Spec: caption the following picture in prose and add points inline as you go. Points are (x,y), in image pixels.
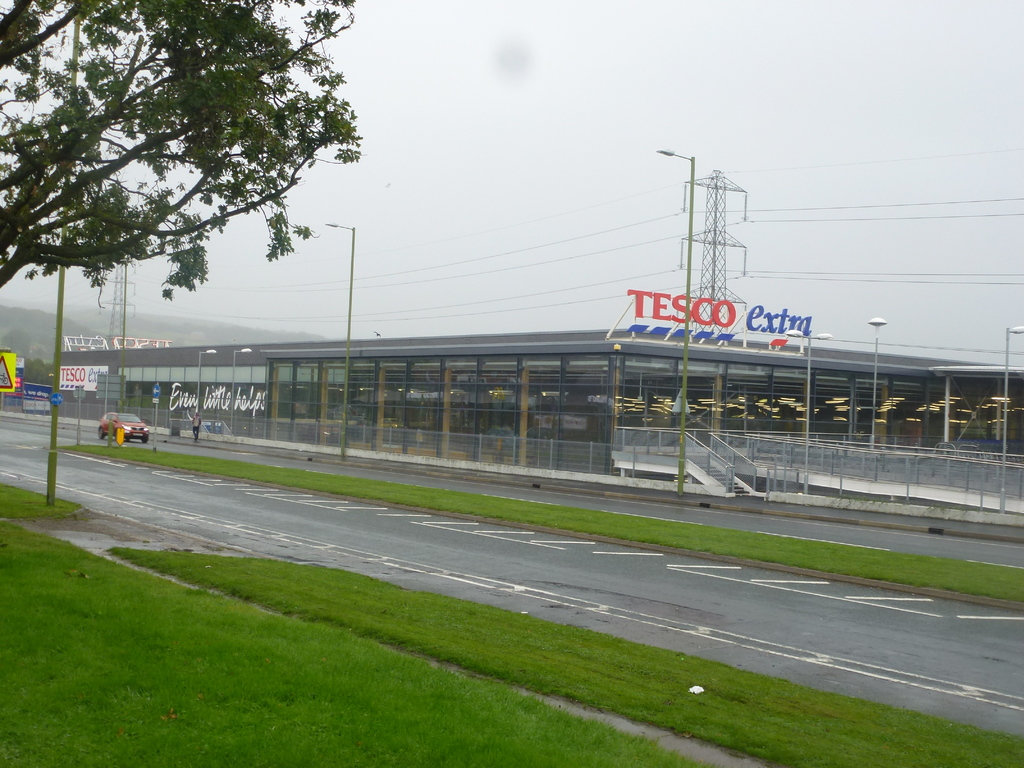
In front of the image there is grass (134,674) on the surface (107,647). In front of the grass (107,647) there is a road (322,464). On the road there is a car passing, beside the road (351,515) there is a person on the pavement (262,448) and there are lamp posts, behind the lamp posts (683,459) there is a supermarket (730,391) with name board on it. In front of the supermarket (538,369) there are lamp posts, behind the supermarket (555,371) there are electric towers (714,234) with cables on it. In the background of the image (164,325) there are mountains (131,315), on the left of the image (102,308) there is a sign board (12,370) and a tree (173,101).
